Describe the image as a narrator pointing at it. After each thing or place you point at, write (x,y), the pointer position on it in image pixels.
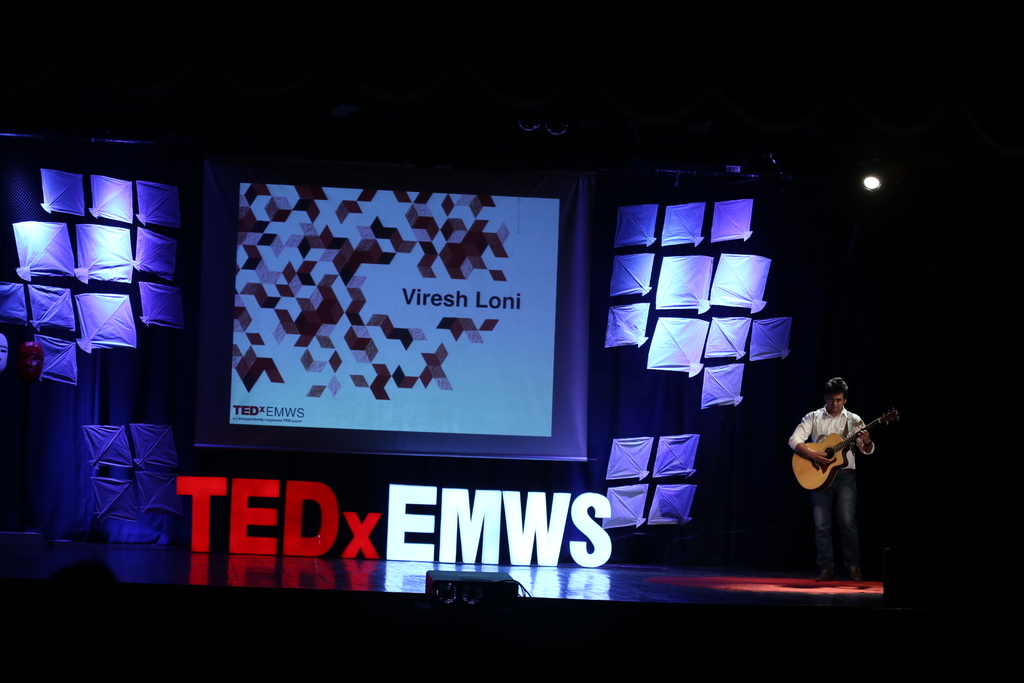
In this image, there is a person (832,416) in the bottom right of the image (831,527) wearing clothes (833,429) and playing a guitar (811,463). This person (845,536) is standing on the stage (801,595). There is a light (876,186) in the top right of the image (867,176). There is a screen (333,268) in the center of the image (351,255).
